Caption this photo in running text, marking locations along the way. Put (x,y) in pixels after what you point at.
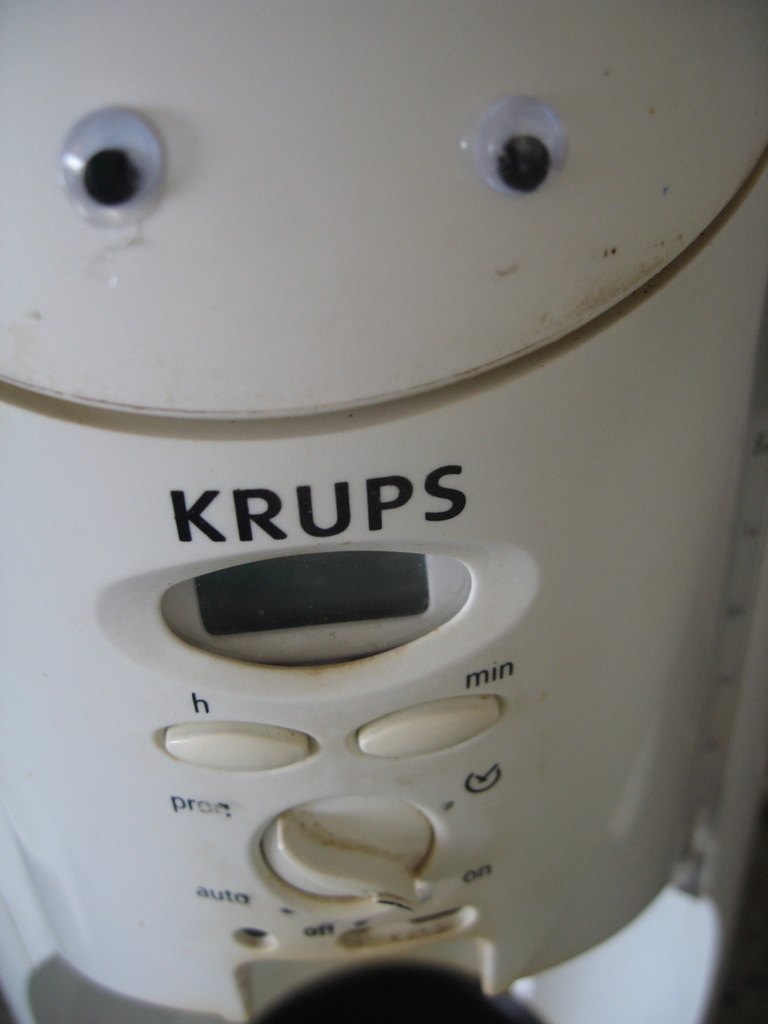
In this image I can see it looks like a coffee maker (482,550).
